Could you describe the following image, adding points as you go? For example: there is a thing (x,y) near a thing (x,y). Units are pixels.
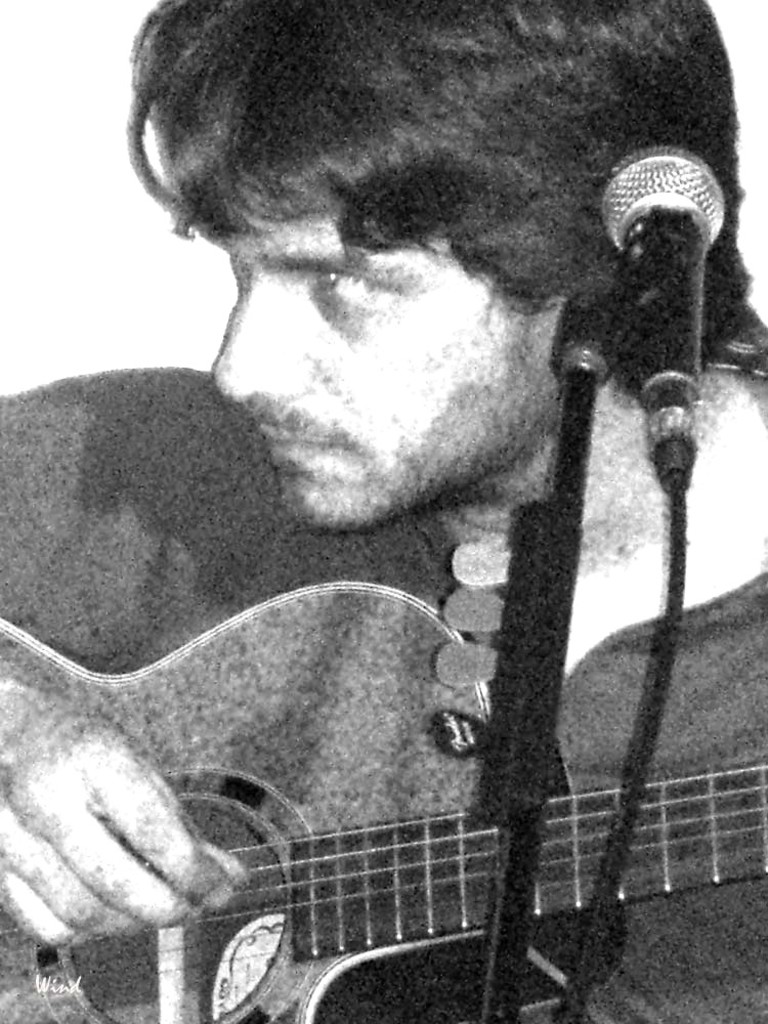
This is a black and white picture. We can see one man (383,326) in front of a mike (514,718) and playing guitar (341,729).
